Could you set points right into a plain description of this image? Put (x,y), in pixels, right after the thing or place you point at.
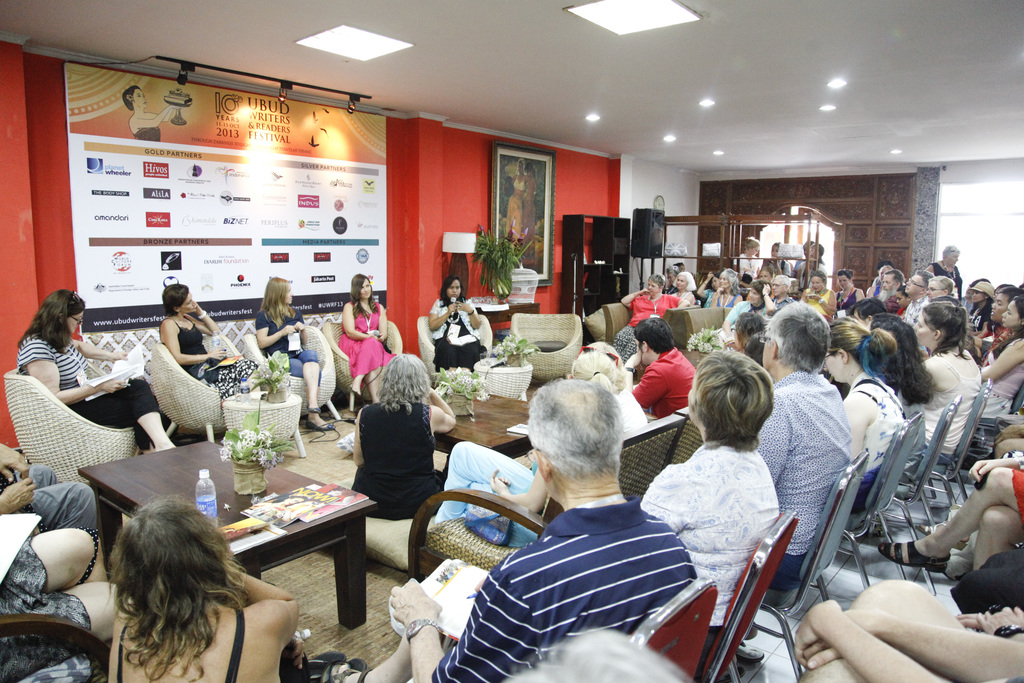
In this image we have group of people (607,371) sitting in the chairs (678,445) and another group of people (626,412) sitting in the chairs (641,463) and table (194,463) in which there are pot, water bottle (210,482), books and in the back ground (488,225) we have a hoarding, photo frame (532,233) attached to the wall (490,208), a plant (500,237) and a lamp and some speakers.
